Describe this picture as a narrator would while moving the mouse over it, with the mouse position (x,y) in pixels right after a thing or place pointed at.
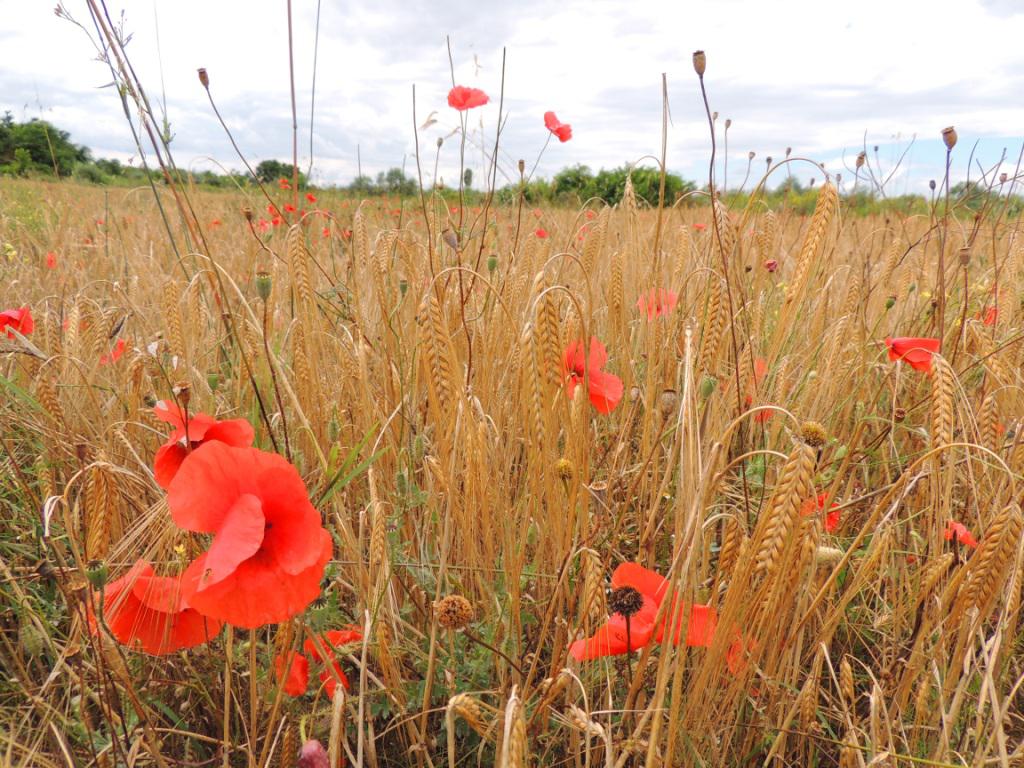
In this image there are few plants (381,379) having flowers (187,520) and buds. Behind there are few trees (262,172). Top of image (334,138) there is sky (386,85).
